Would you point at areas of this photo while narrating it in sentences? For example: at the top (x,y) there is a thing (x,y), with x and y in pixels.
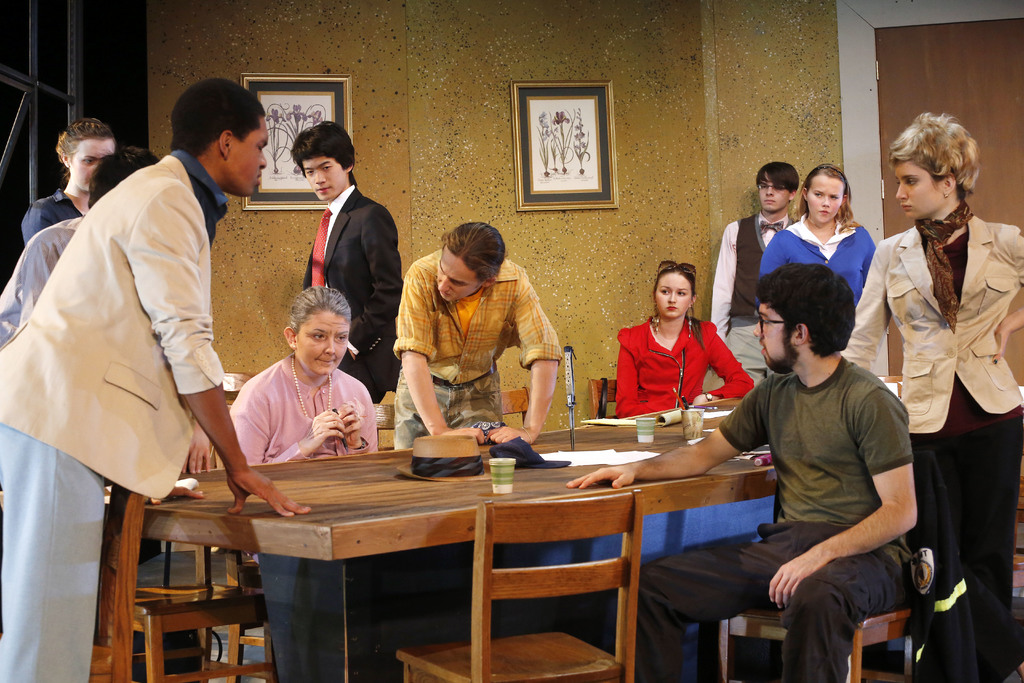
In this image there are three person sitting on the chair (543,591). On the table (503,496) there is a cup (512,462), hat (448,461) and a paper (598,462). Few people (91,373) are standing around. At the background (652,223) there is a frame (588,199) attached to the wall (548,230).
